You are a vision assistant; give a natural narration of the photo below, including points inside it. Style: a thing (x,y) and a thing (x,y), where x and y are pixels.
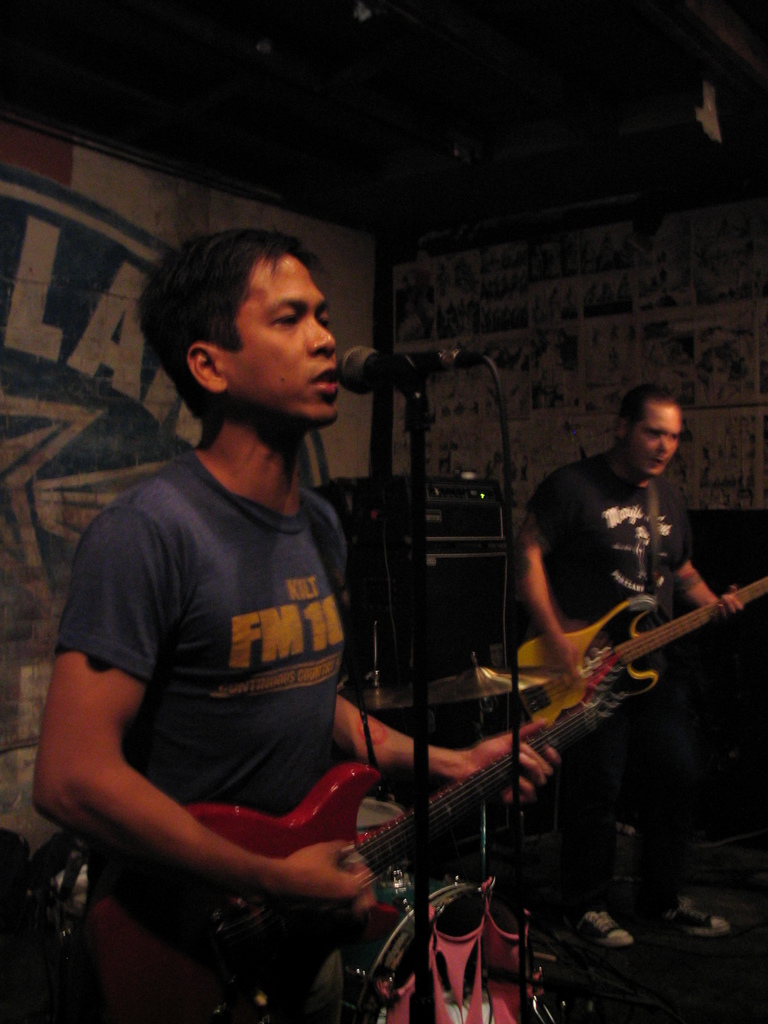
In this picture we can see two men (579,552) were standing and holding guitars (541,694) in their hands (569,649) and playing it and on left side (242,282) person (283,531) singing on mic (409,360) and in the background (371,277) we can see wall (582,399), devices (482,499).
